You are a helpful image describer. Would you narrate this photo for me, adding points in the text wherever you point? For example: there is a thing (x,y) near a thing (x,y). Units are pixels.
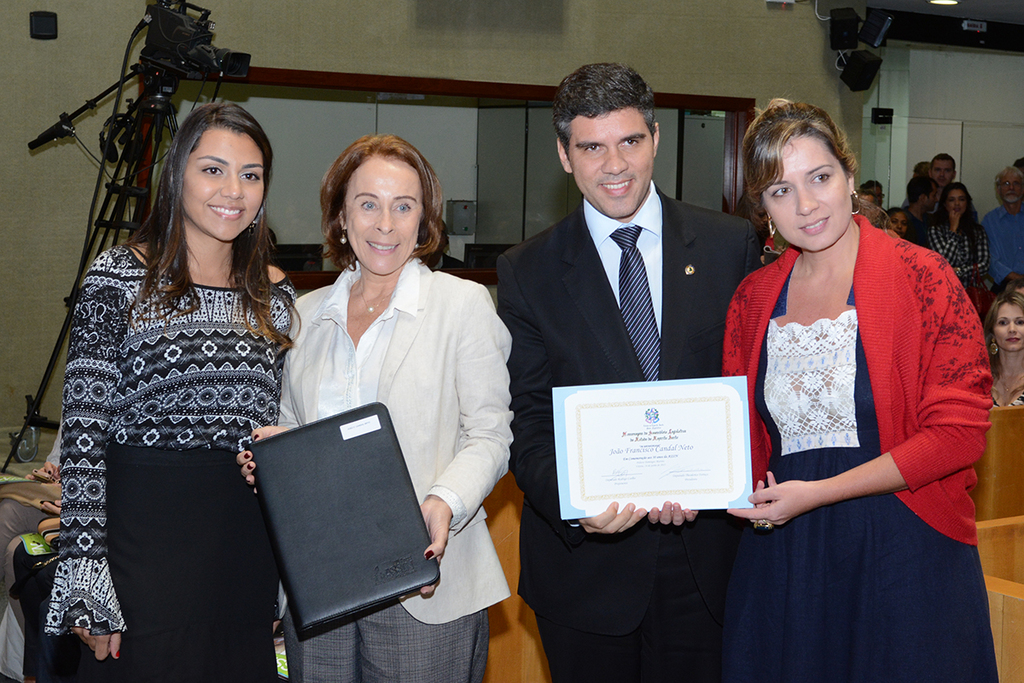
In this image there are two women (281,359) one of them were holding a file (349,435), beside her there is a men (576,218) and women (736,296) they both are holding a certificate (675,450), in the background (186,30) there is a camera (176,44) and wall (727,90) to that there is glass shelf (386,127), in the right side (978,236) corner there are few persons (991,231).
